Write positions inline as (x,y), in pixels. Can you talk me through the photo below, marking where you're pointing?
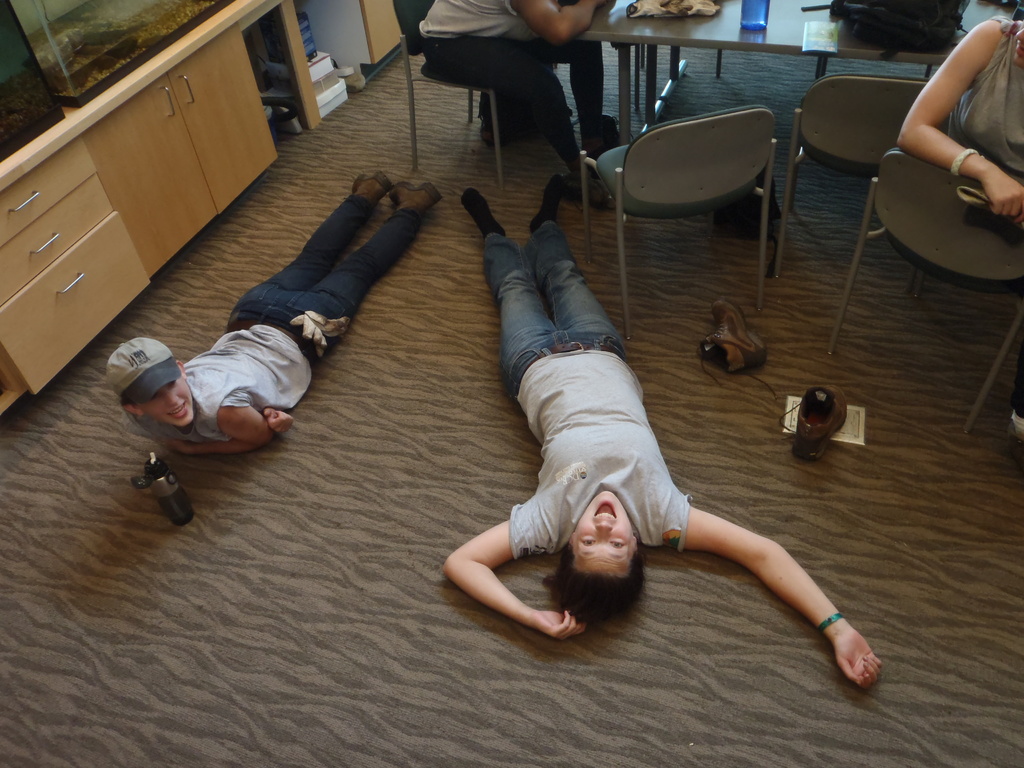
This picture is of inside a room (583,718). In the foreground (335,294) we can see two persons (294,272) lying on the floor (722,566) and there are pair of shoes (816,437) placed on the ground (939,519). On the right (1000,81) there is a woman (998,125) sitting on the chair (954,271). In the center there is a table (769,39) and we can see a bottle (767,19) and a bag (878,19) placed on the top of the table (714,25). On the left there is a person (459,38) sitting on the chair (426,72). On the left corner (43,132) we can see a cabinet (132,81) and some boxes (316,79) in it.
